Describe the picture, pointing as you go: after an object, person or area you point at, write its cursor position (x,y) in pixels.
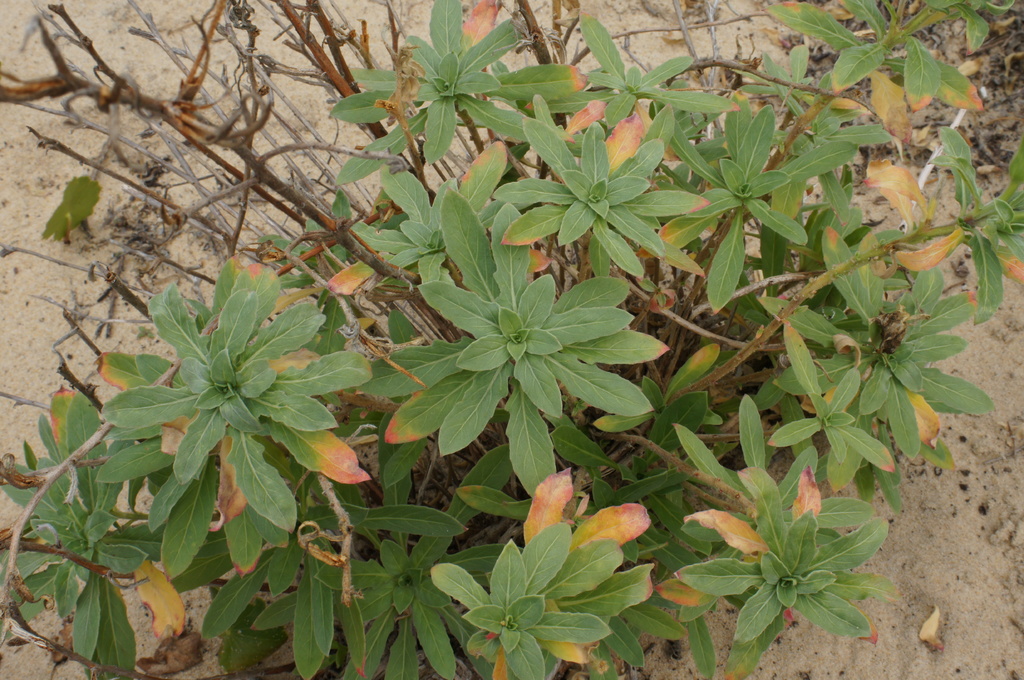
In this image, I can see plants (395,207) with stems (730,221) and leaves (532,323). In the background (48,268), there is sand (968,570).
